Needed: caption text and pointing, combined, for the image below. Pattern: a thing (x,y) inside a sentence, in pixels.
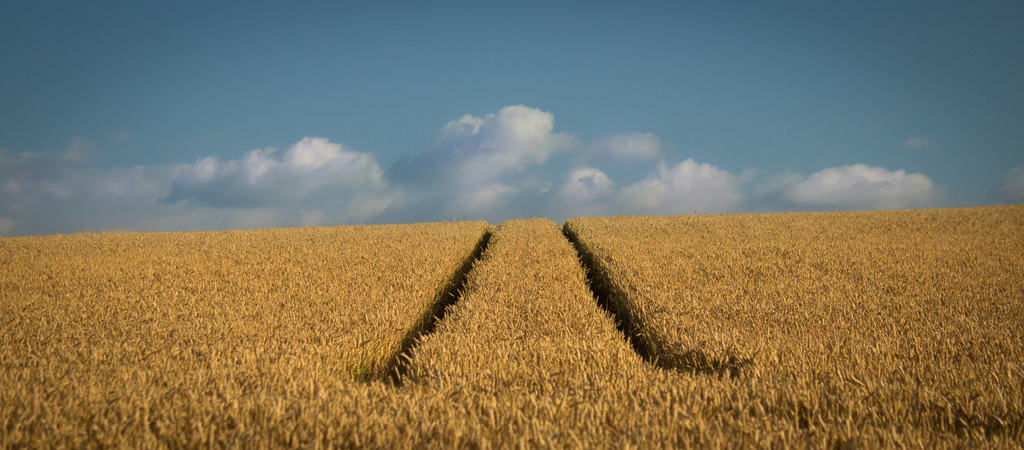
In this image, we can see a field (669,303). There are clouds (522,193) in the sky (628,158).
